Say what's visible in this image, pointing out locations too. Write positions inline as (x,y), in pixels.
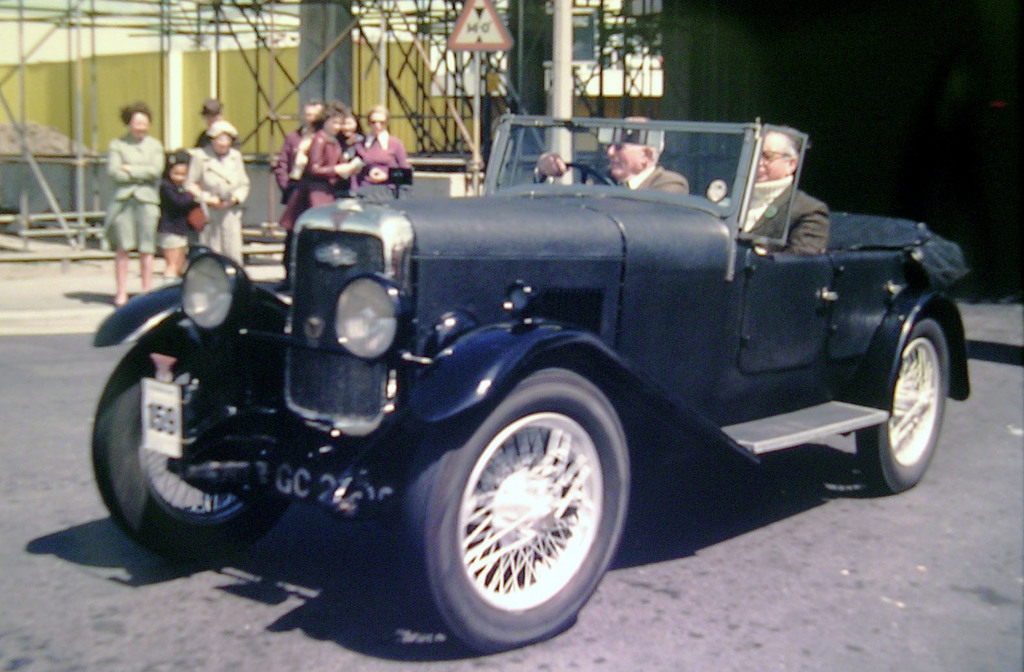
This picture is of outside. In the foreground (749,374) we can see two persons (630,185) sitting in the car (604,286) and riding the car (592,153). In the background (437,115) we can see a board (494,20), a pole (557,21), some metal rods (383,44), buildings (677,45) and group of persons (187,157) standing on the road (48,370).
